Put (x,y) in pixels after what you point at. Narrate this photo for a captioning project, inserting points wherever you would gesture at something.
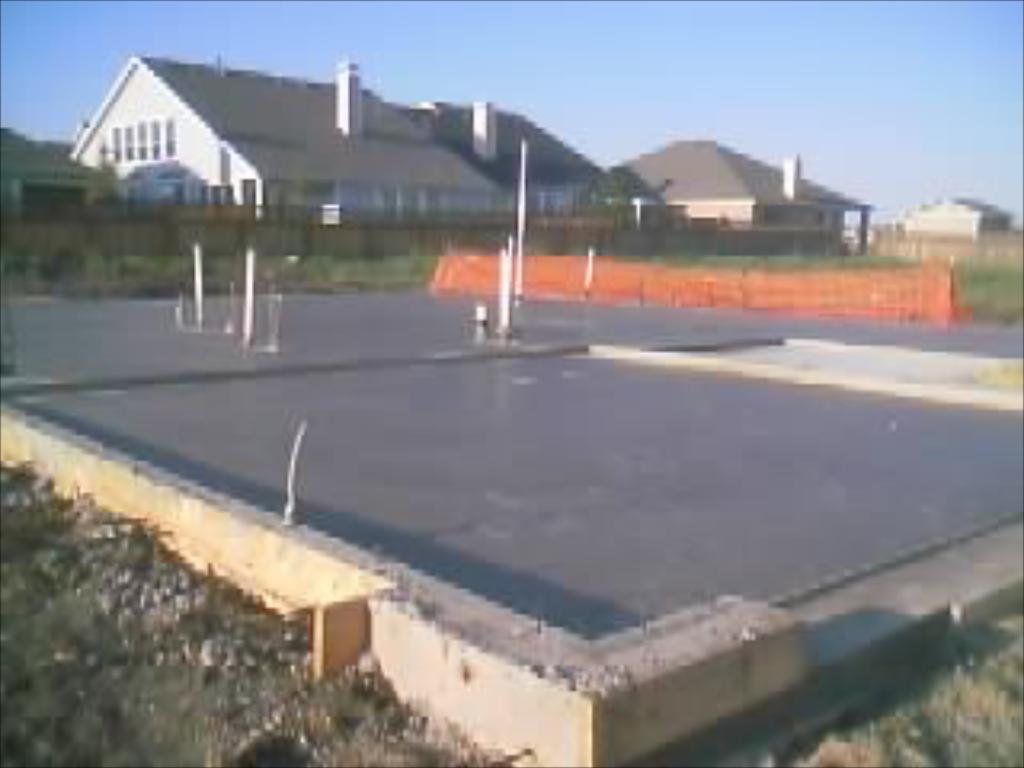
In this image there is a concrete slab (553,350), behind the concrete slab (549,350) there are houses (712,191).
